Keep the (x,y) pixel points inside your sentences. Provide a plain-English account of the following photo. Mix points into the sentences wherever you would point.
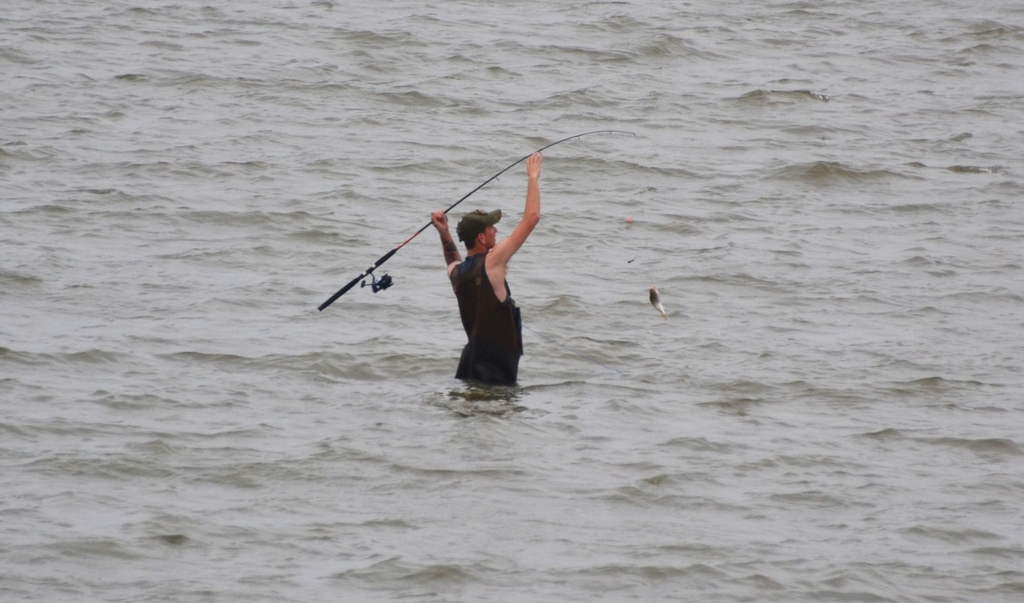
There is one man (488,338) present in the water (425,406) and holding a fish rod (407,238) as we can see in the middle of this image (459,299).
